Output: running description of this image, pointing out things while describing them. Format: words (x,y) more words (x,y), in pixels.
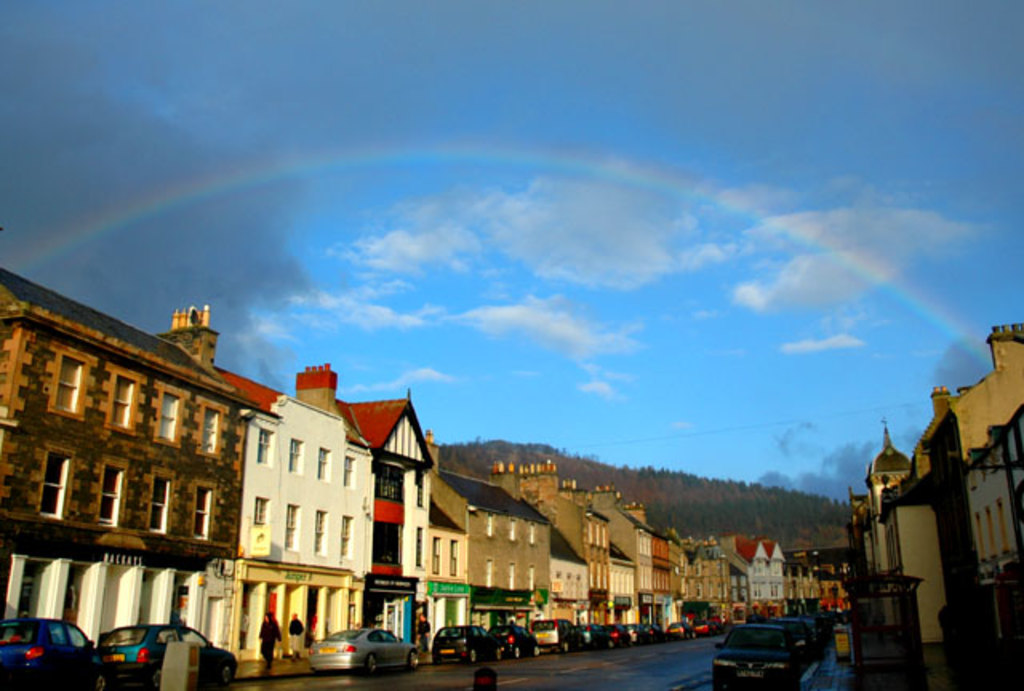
In the center of the image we can see a road (359,675) and vehicles (547,640) on both sides. On the right side of the image (779,664) we can see building (884,565) and cars (773,645). On the left side of the image (90,340) we can see buildings (173,470), footpath (283,667), persons (272,640) and cars (71,664). In the background (706,513) there is a hill (704,500), trees (718,509), sky (674,382) and clouds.
